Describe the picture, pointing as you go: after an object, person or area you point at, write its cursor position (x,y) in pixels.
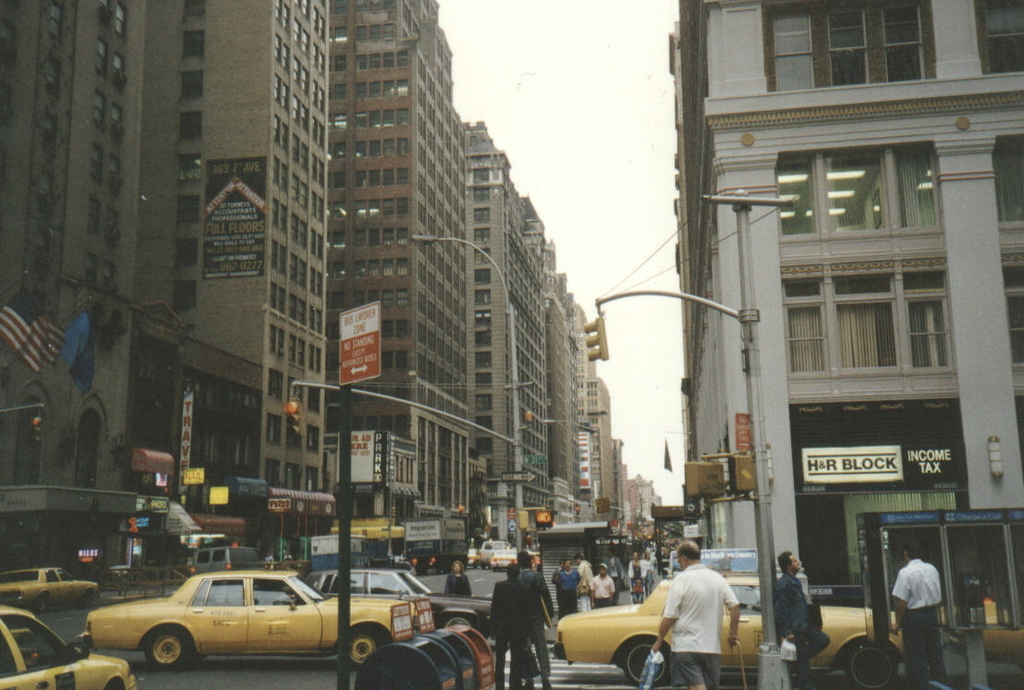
In this image we can see cars (484,601) and people (584,607) are moving on the road (131,656). To the both sides of the road (472,591) street lights (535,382), poles (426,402) and buildings (839,327) are present. The sky (599,38) is in white color. Left side of the image (50,338) flags (50,338) are present.
